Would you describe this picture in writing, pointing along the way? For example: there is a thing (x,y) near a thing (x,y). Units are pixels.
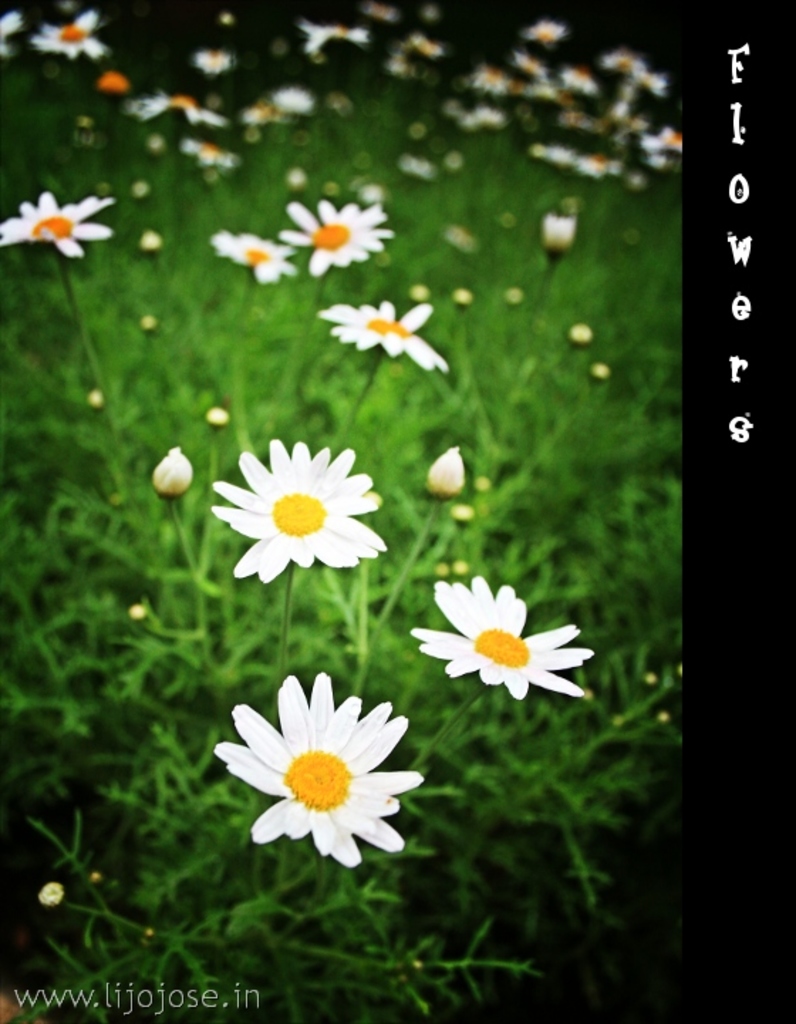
This is an edited picture. I can see flowers (50,232), buds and there is a watermark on the image.
